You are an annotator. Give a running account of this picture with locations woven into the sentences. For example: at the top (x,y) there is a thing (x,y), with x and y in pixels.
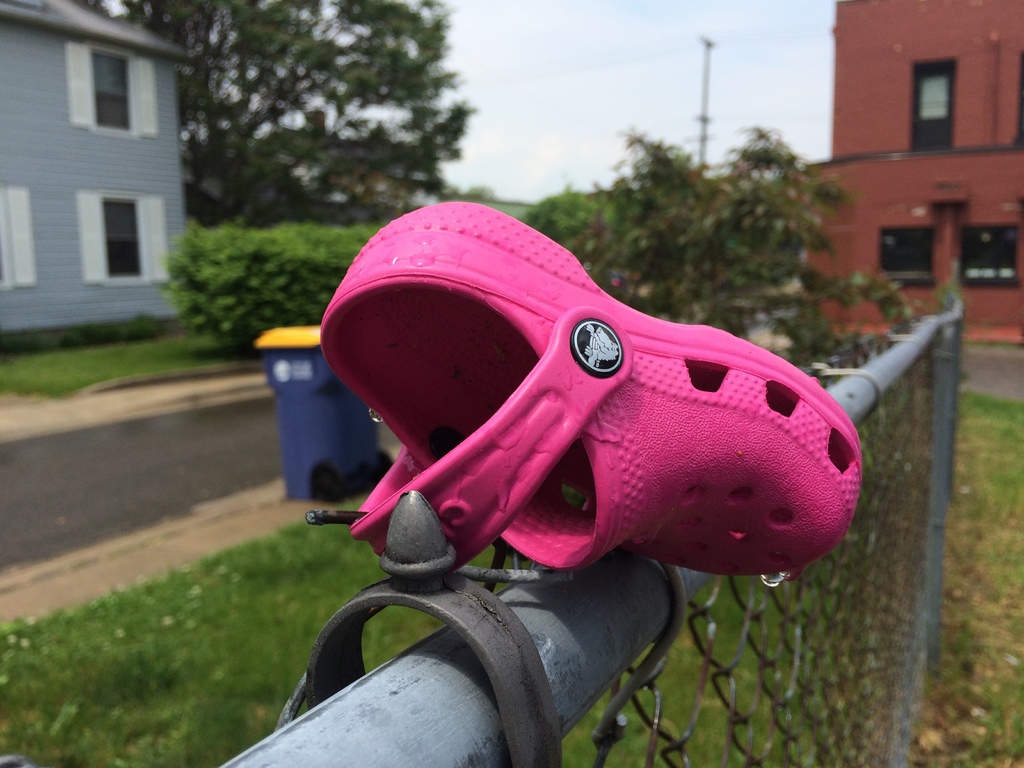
This picture is clicked outside. In the foreground (578,430) there is a pink color shoe (508,375) attached to the metal fence (756,619) and we can see the green grass (258,642), plants (798,197) and trees (785,215) and there is a blue color dustbin (330,408) placed on the ground (234,514). In the background (845,56) we can see the buildings (897,79), pole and the sky (594,43).
